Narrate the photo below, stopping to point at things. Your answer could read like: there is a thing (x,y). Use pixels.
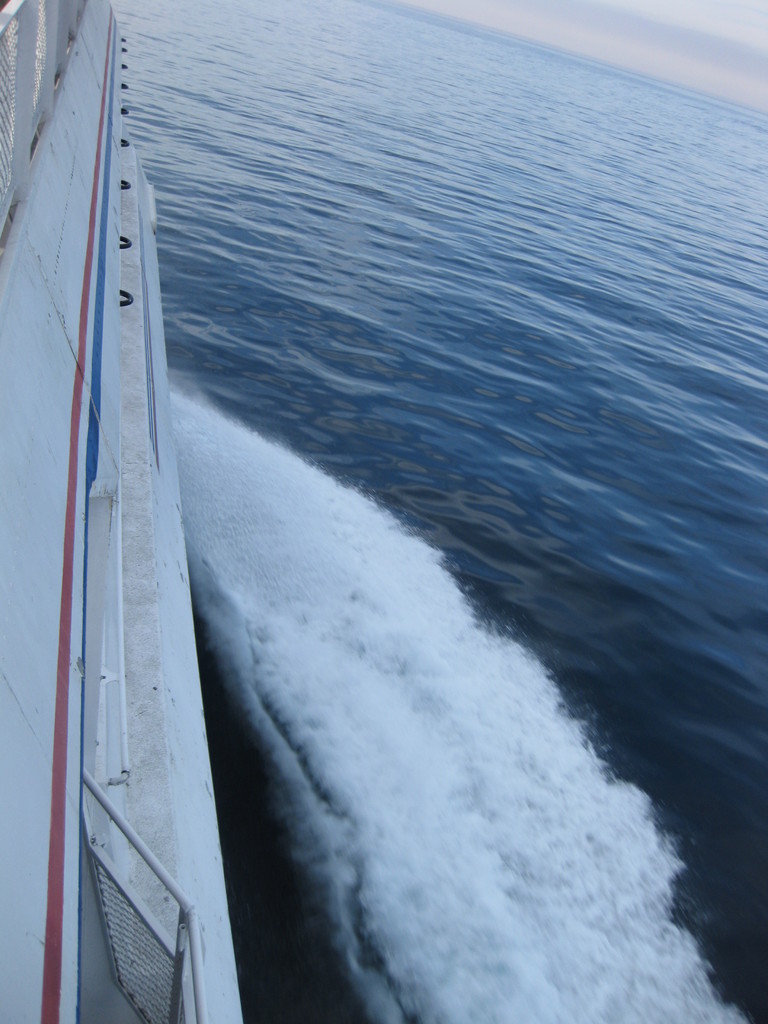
In the image there is a ship (123,410) going in the ocean (416,489) and above its sky (649,27) with clouds (697,38).
